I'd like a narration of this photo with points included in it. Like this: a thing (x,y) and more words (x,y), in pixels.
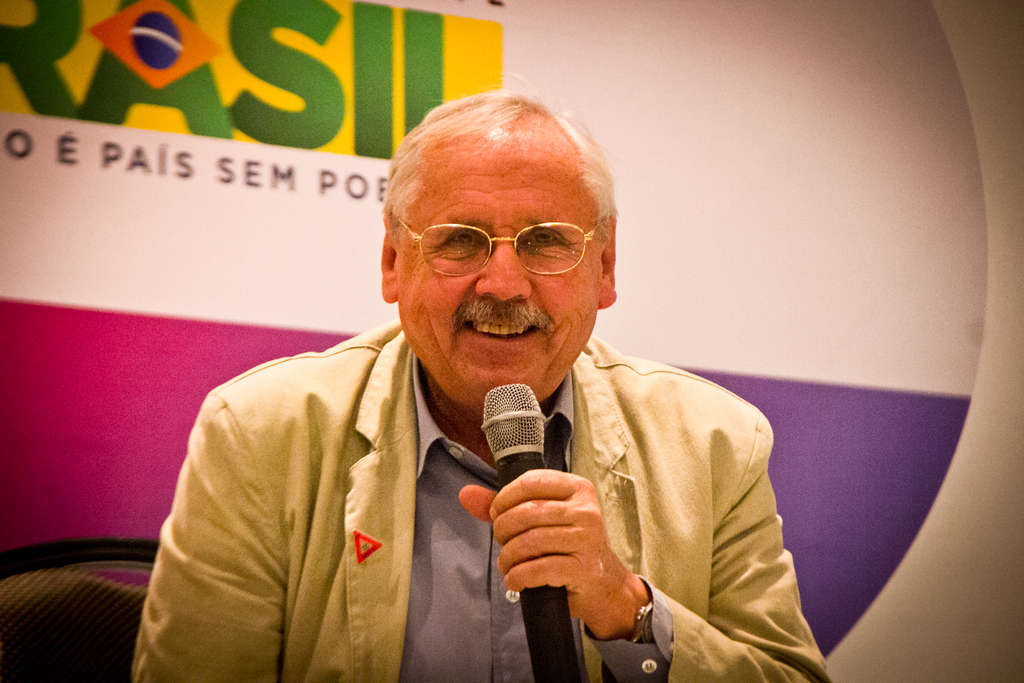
In this image the person (270,444) is holding the mike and wearing light yellow coat (320,494) and ash color shirt (503,594) and watch (647,617) and specs (564,247) behind the person (605,491) one poster (731,285) is there and the background (267,221) is white.
